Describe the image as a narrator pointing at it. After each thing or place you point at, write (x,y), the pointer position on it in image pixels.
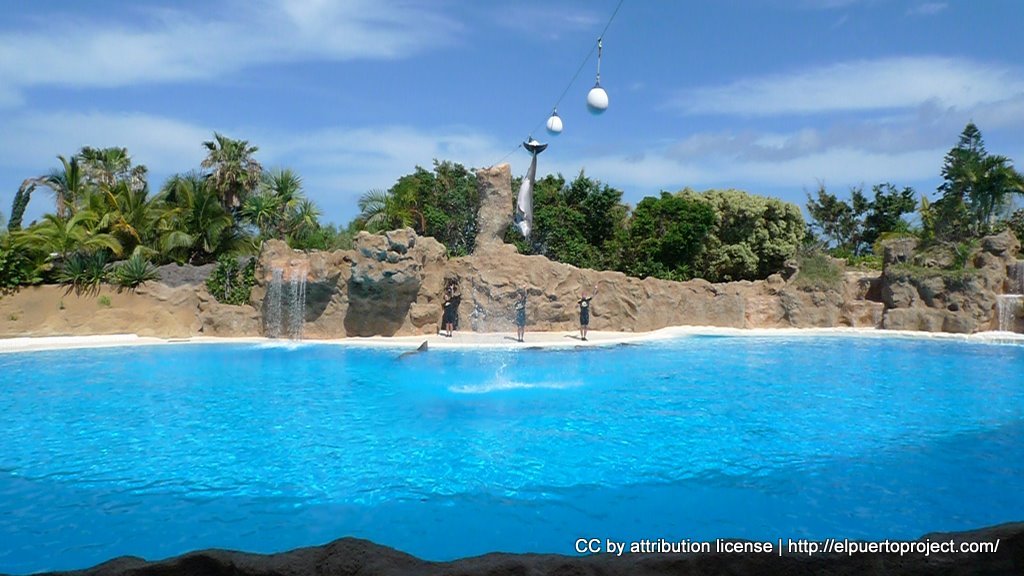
In this image there is water (509,427). In the back (452,320) there are few people (522,334) are standing. And there is a fish (524,215) and rope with balls (599,105). In the background (238,265) there is a wall (547,295), trees (439,214) and sky (404,76) with clouds (359,129). Also there is a waterfall (278,295) through the rocks (289,262). At the bottom (645,549) something is written on the image.
